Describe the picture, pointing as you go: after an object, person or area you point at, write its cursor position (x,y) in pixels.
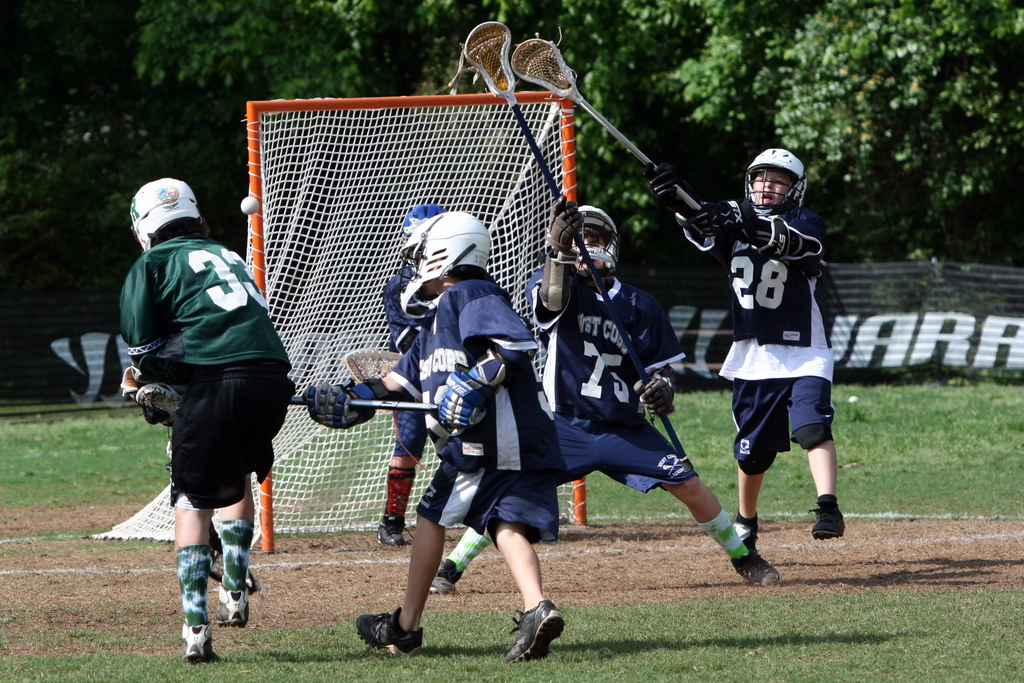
In this image we can see the players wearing the helmet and holding the sticks (483,80). We can also see the net (306,227), ground (939,418), board (908,317) and also the trees (234,121).
